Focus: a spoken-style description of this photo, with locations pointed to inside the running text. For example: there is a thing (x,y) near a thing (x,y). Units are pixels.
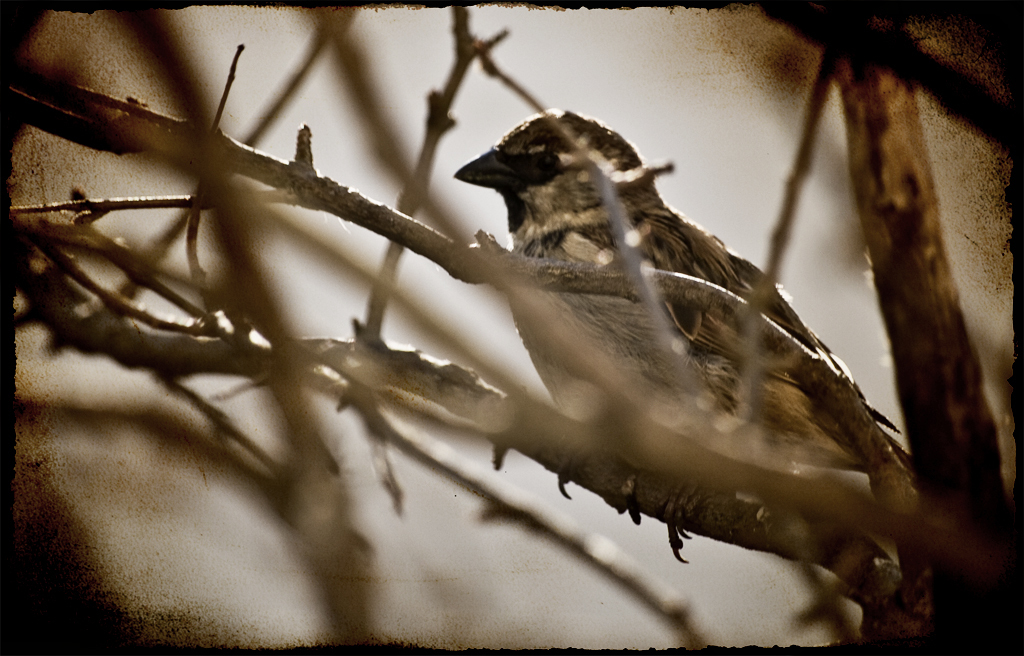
In the picture we can see a bird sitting on the dried stem (521,434).
